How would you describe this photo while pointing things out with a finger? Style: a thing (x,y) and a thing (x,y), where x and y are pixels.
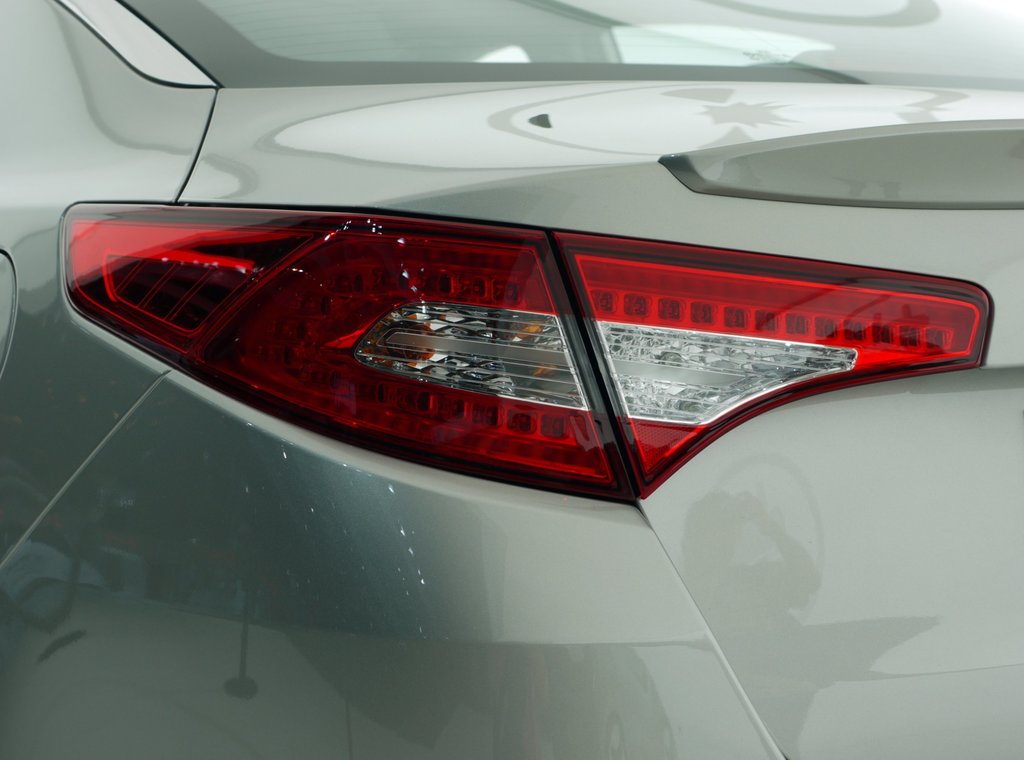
In this picture we can see the partial part of a car (754,358). We can see a brake light (523,350).
